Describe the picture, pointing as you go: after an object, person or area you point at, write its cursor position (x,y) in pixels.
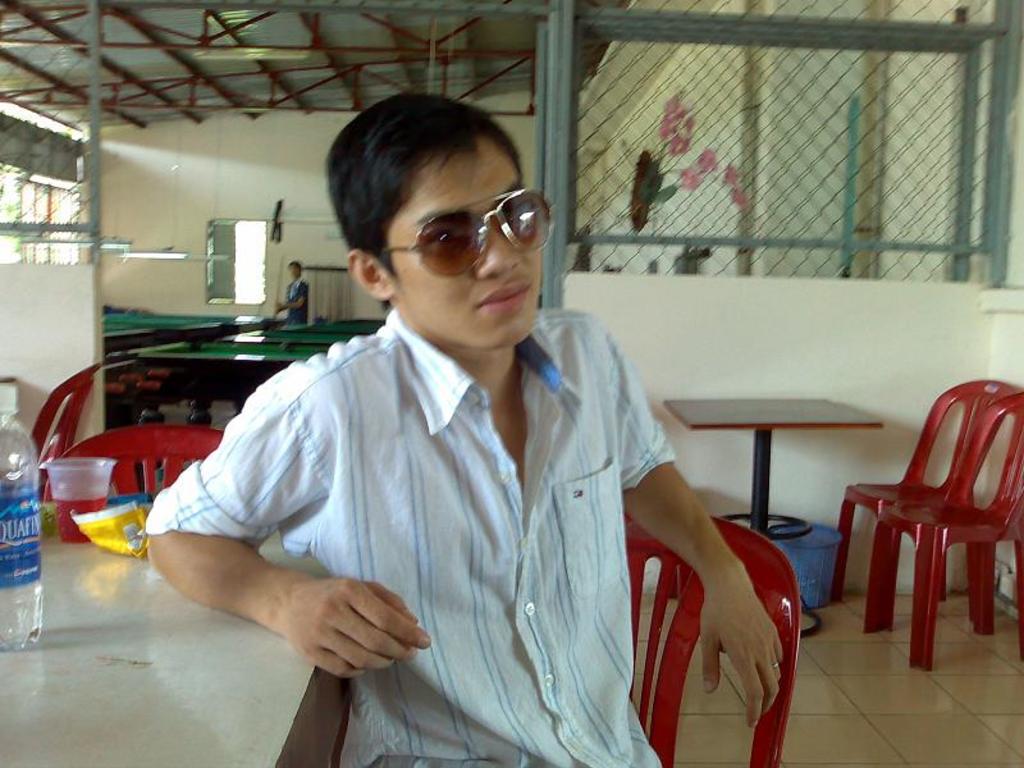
In this picture there is a man (445,112) who is sitting at the center of the image (355,448), by resting his hand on the table (201,677), there is water bottle (27,614) and snacks wrappers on the table (67,579) and other table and chairs (974,514) at the right side of the image (986,491), there is a window (706,10) at the left (234,286) and right side of the image (709,56), the man (523,438) is wearing the sun glasses (463,218).
